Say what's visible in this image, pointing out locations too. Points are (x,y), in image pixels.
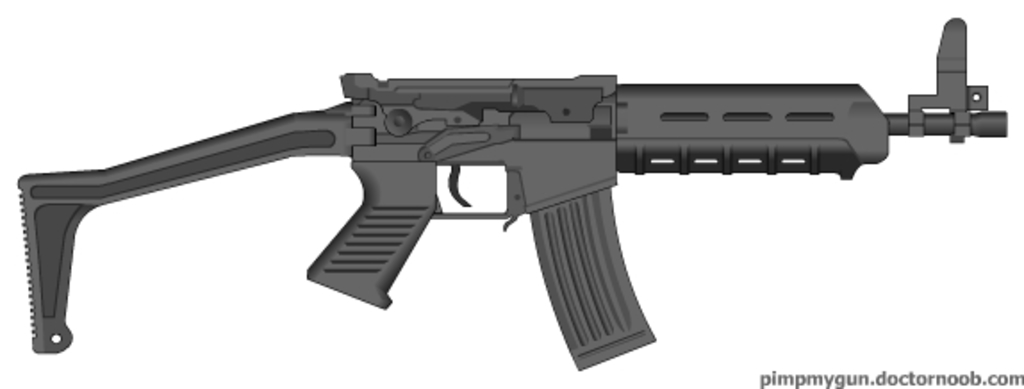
In the image we can see an animated rifle (517,148) and this is a watermark (872,379).
